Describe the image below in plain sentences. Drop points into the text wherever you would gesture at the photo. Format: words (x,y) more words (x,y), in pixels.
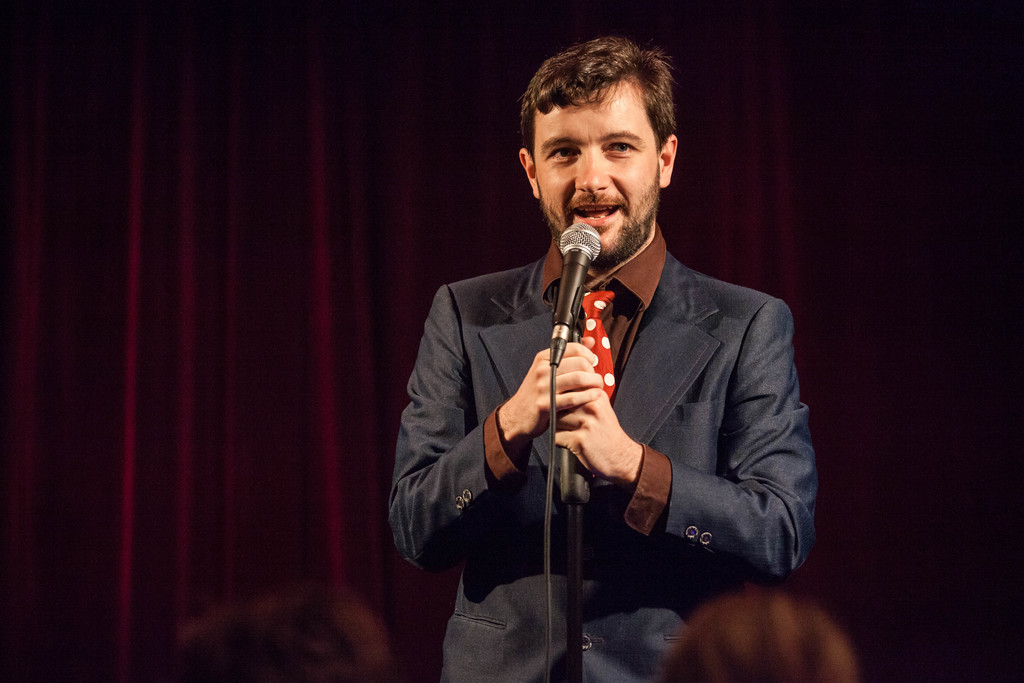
In this image I can see a man (613,382) is standing in front of a microphone (559,305). The man (576,443) is wearing a tie (608,346), a shirt (622,342) and a coat (447,450). In the background (302,325) I can see curtains (288,303).
